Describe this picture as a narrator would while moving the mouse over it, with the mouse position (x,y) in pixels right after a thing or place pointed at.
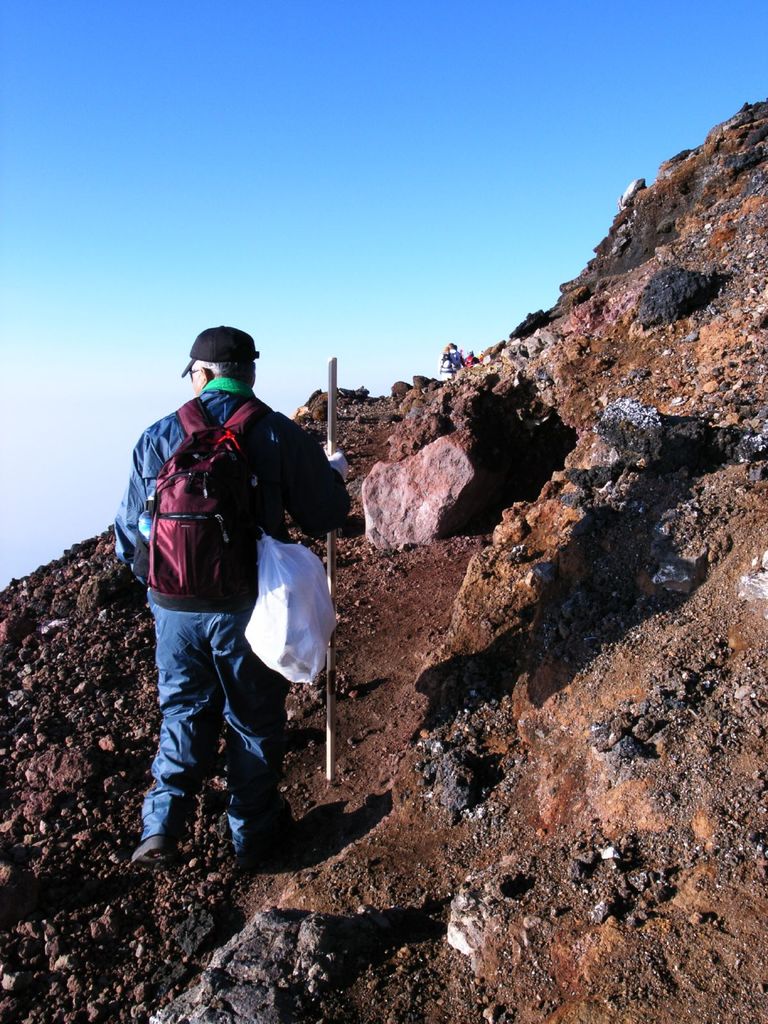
A man (248,723) is climbing mountain (356,534) using a stick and carrying bags (200,555) on his shoulder (252,444). In the background (418,367) there are few people (447,360) and sky (359,140).
